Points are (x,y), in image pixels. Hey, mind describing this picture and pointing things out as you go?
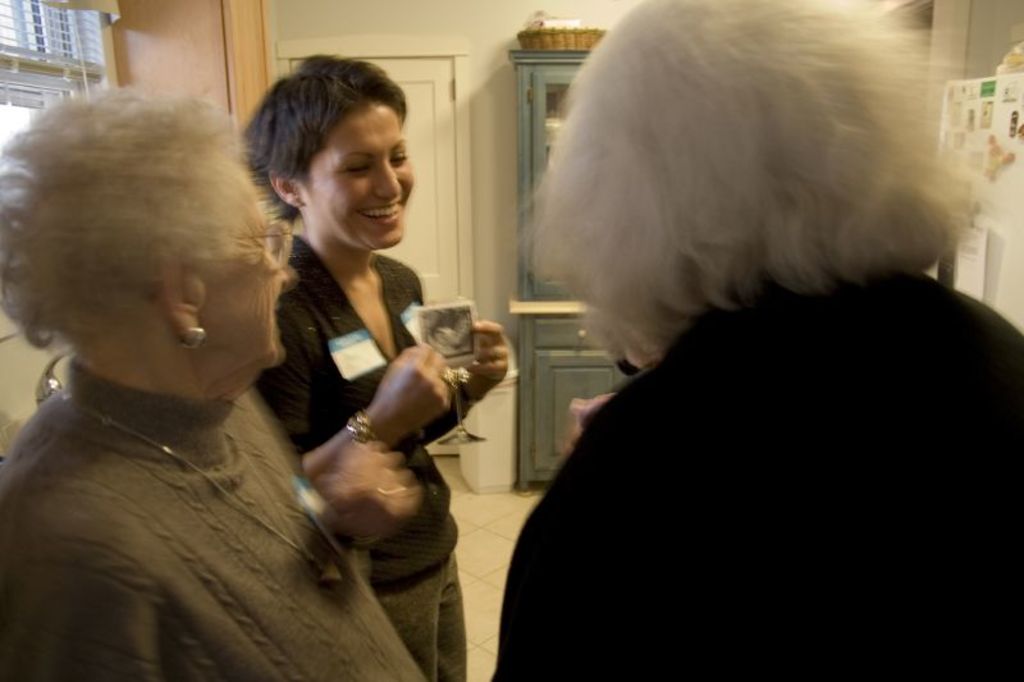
In this image we can see three women (355,465) standing on the floor (478,511). One of them is holding a glass (460,435). On the backside (48,83) we can see a window (66,17), curtain (52,66), door (428,133), wall (420,22) and basket (540,36) on the cupboard (565,395).
